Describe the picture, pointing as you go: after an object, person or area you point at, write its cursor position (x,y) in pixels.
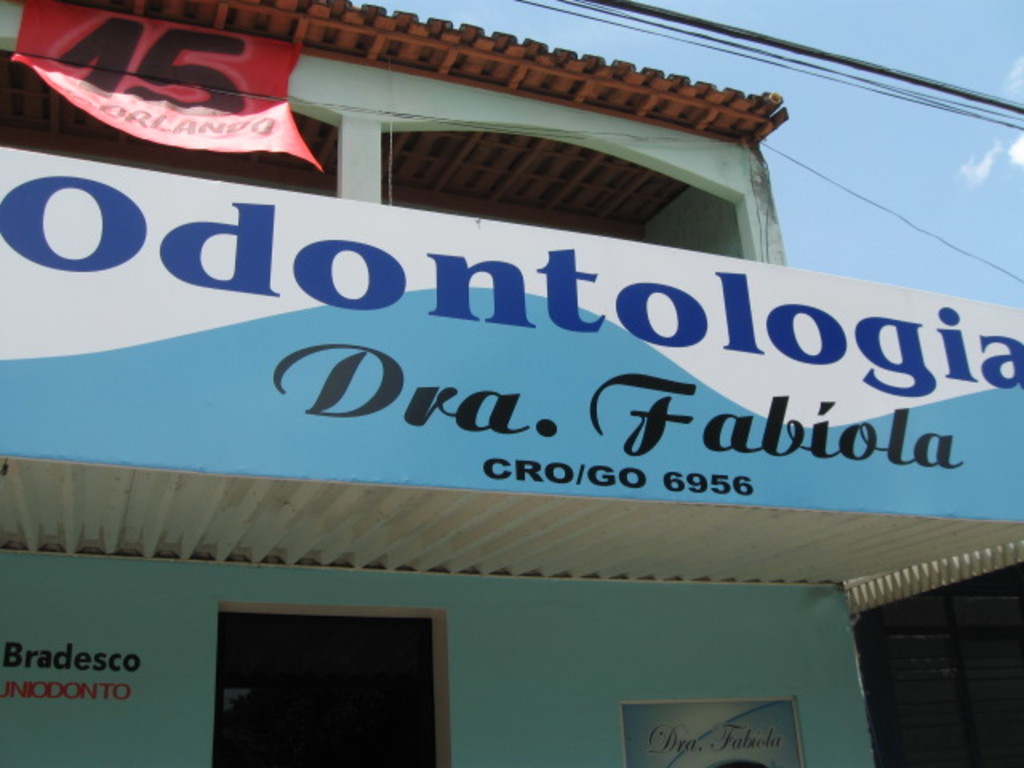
In this image there is a building (544,546) and we can see boards (677,755). At the bottom (336,691) there is a door (307,723). In the background (966,180) there is sky (960,122) and we can see wires (713,24).
